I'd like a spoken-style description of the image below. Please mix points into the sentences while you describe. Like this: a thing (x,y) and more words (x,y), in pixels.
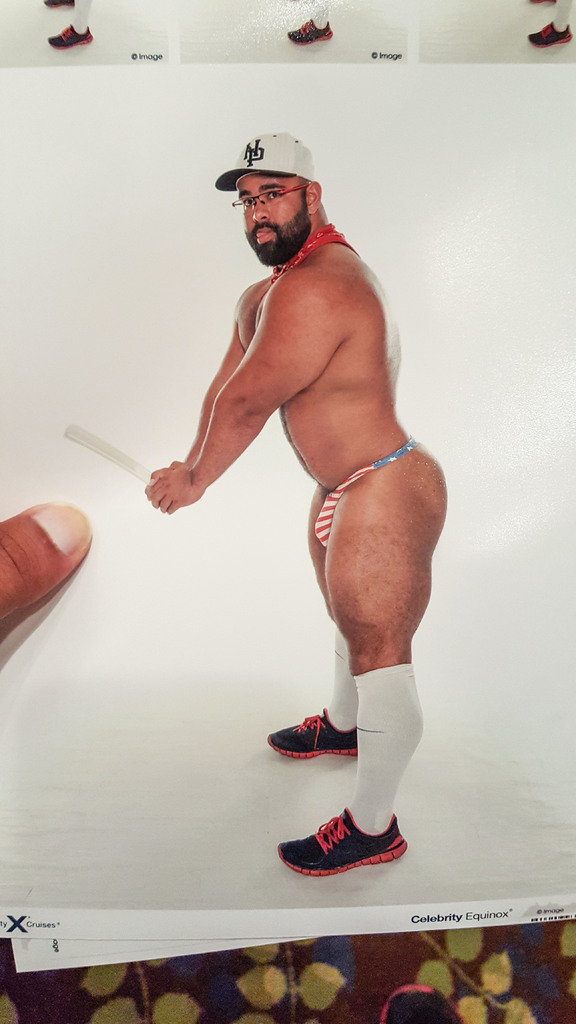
We can see photo (122,607) and finger (19,542), on this photo (309,288) we can see a man (389,487) standing and holding an object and wore cap (247,146) and we can see persons legs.
